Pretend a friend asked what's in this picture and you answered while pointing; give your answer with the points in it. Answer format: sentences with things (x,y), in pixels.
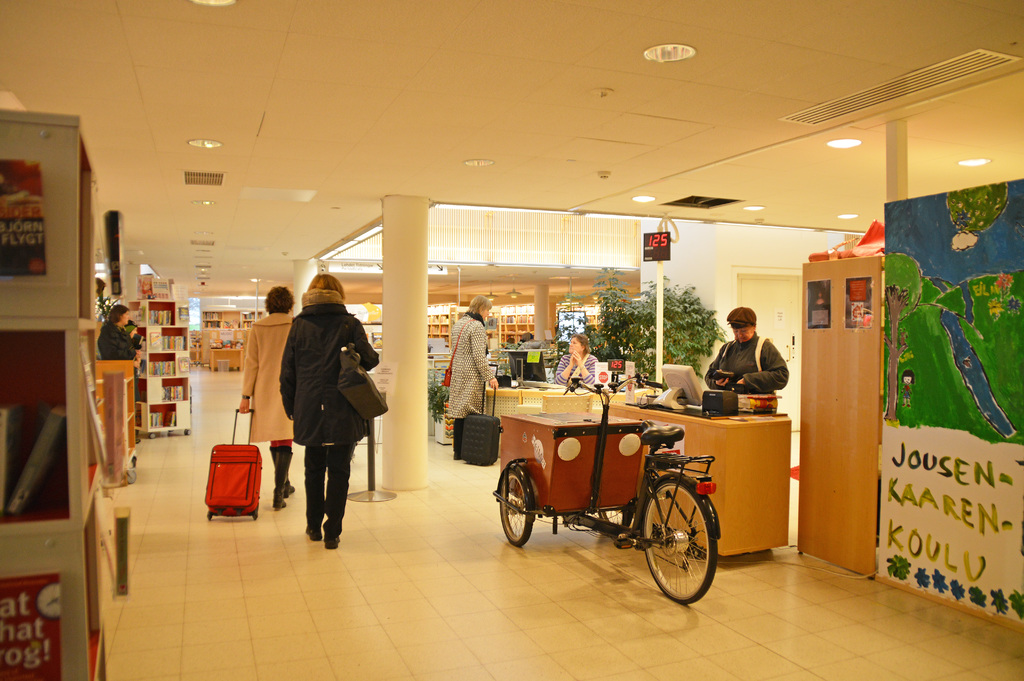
In the picture I can see people (324,442) among them some are walking on the floor (507,607) and some are sitting. In the background (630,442) I can see bicycle (582,482), pillars (415,422), lights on the ceiling (598,216), plants (671,358), walls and some other objects (908,507). This is an inside view of a building (468,366).
